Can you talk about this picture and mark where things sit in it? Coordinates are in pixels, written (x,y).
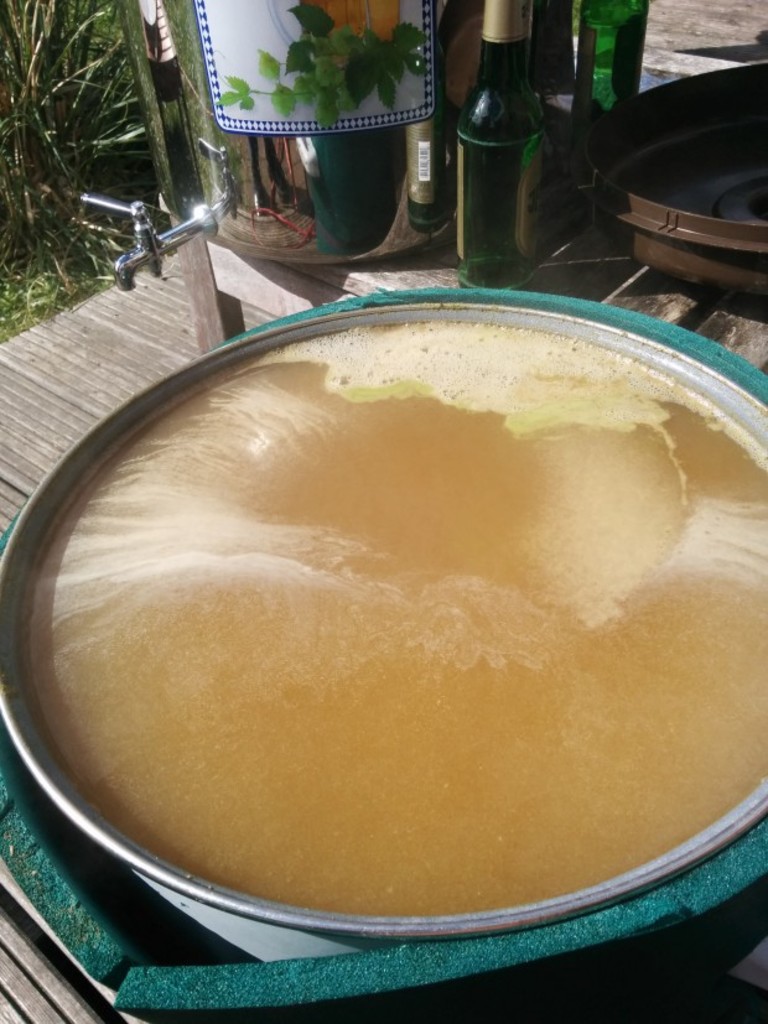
In this image I can see a bowl (57,489) with drink (346,764). And the drink (364,693) is in brown color. To the side of that bowl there is a metal tank (274,149). To the tank (256,70) there is paper (316,64) attached. There are leaves (388,57) printed on it. To the side of tank (432,158) there are bottles (496,165). And these are on the bench (659,301). In the back (138,143) there are plants (47,138).
